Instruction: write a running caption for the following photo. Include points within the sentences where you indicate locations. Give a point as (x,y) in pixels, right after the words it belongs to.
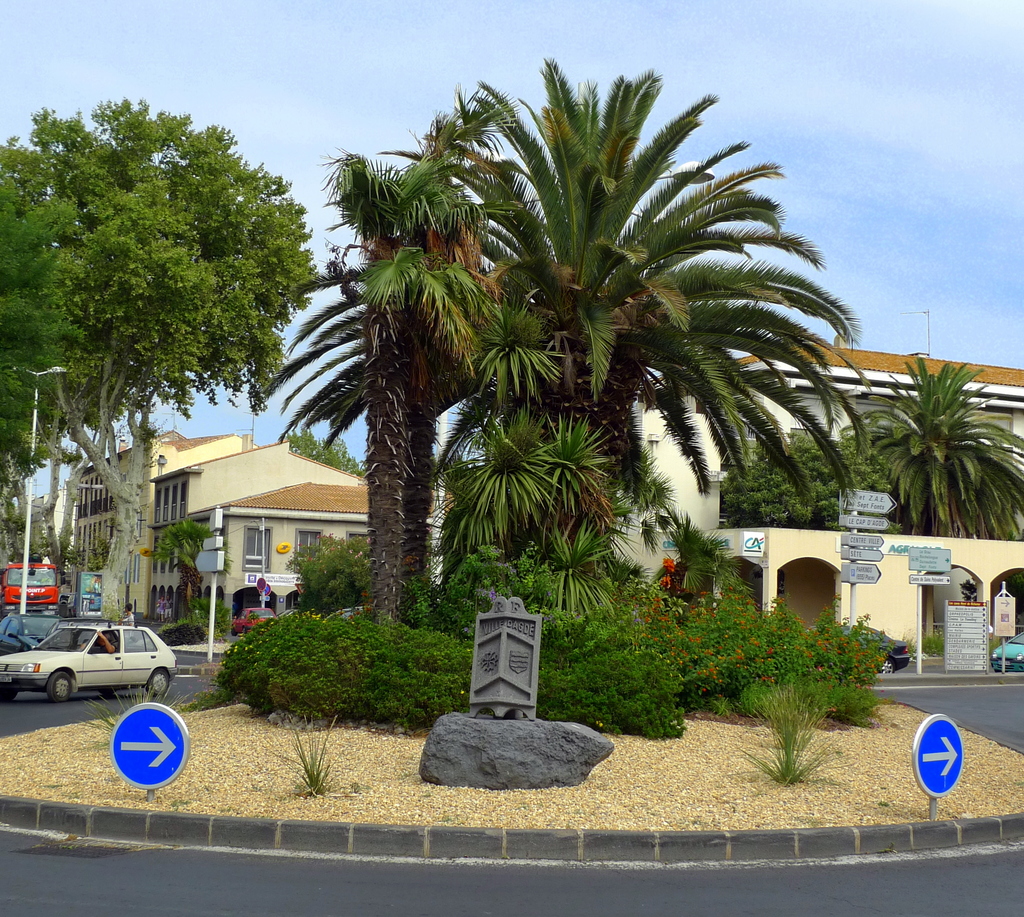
In the image there are many palm trees (681,237) in the front (638,189) with road (75,908) on either side of it and a car (144,654) on the left side (155,648), in the back (238,508) there are buildings (310,487) and above its sky (914,149).
